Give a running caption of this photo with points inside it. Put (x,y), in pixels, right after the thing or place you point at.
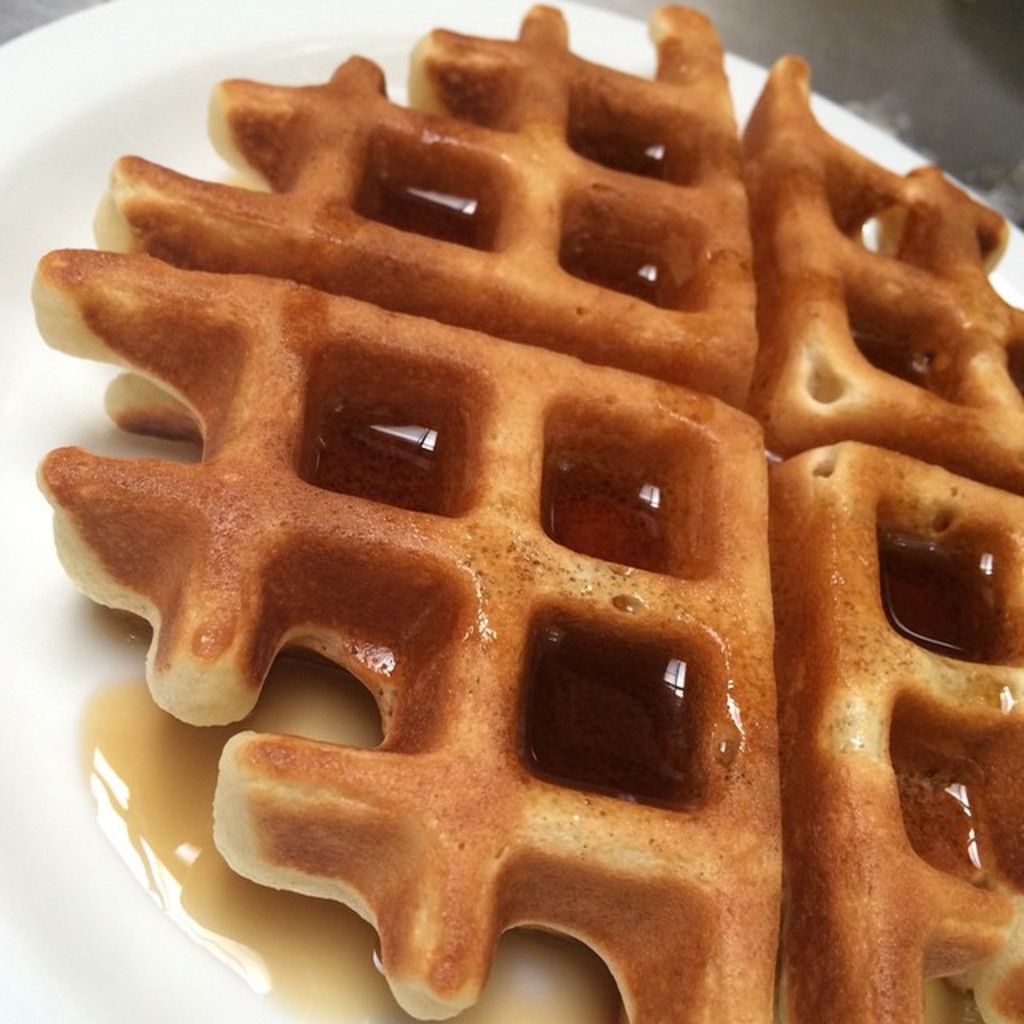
In this image we can see there is a waffle dessert (449,820) on the plate (53,1004).
